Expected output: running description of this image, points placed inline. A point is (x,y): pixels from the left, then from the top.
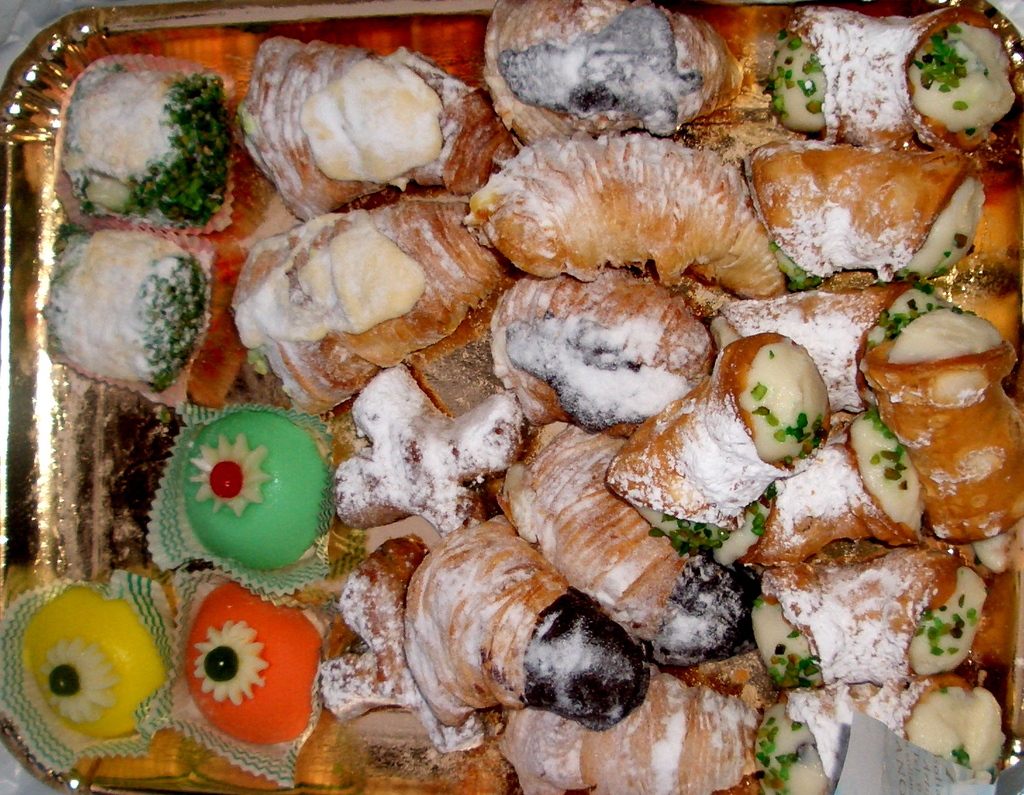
In this image, I can see croissants (586,500), sweets (65,662) and some other food items (161,271) are placed on the tray (43,121). This tray (42,131) is gold in color.
